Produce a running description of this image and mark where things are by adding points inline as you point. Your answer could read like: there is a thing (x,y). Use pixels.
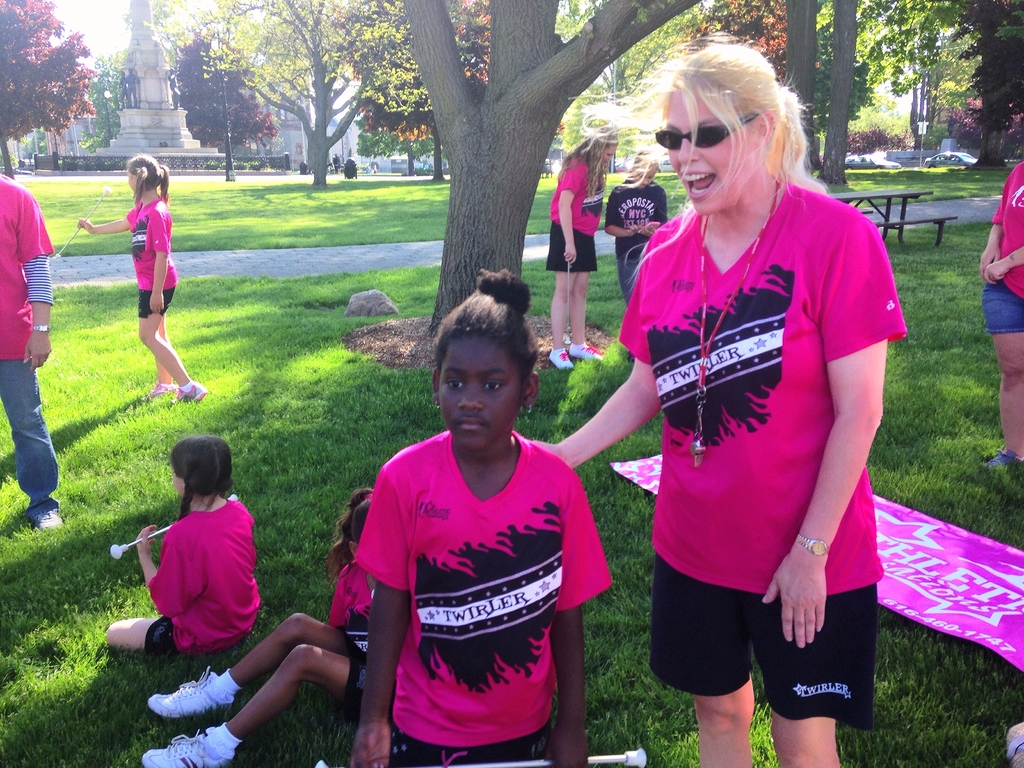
In this picture we can see a group of people (404,465) on the ground (377,412), some people (397,480) are standing, some people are sitting and some people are holding sticks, here we can see a stone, benches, sheet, grass (307,348) and in the background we can see statues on a platform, trees (281,52), vehicles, plants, poles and some objects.
